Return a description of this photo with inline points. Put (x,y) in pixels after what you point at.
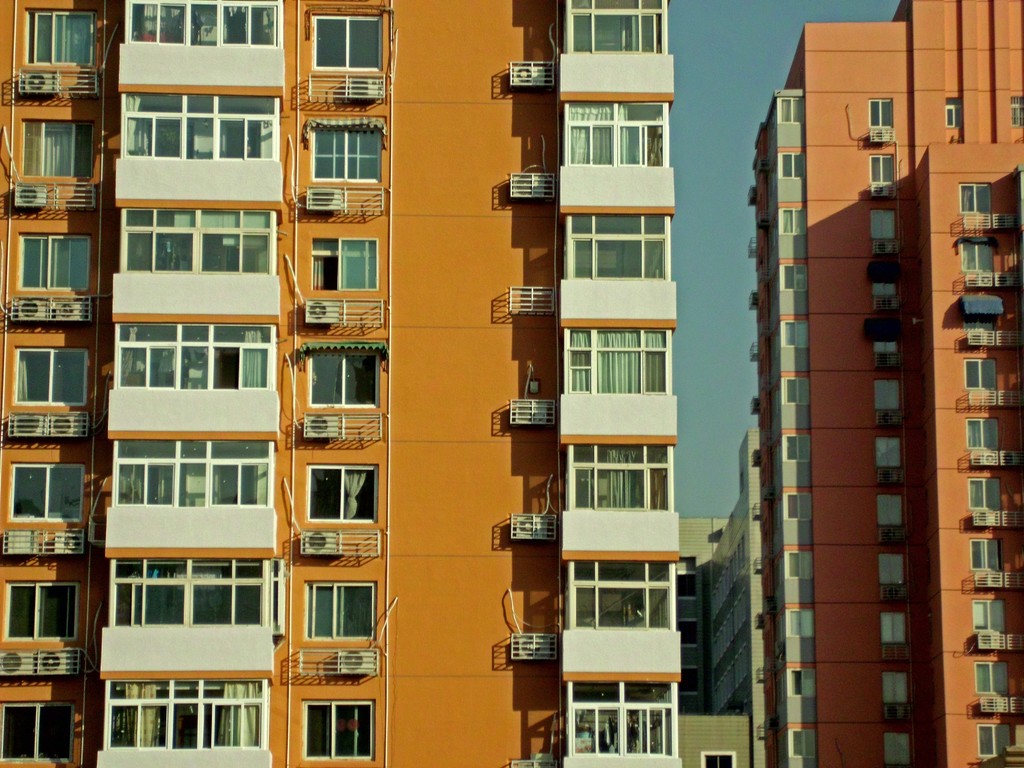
In the center of the image (634,360) there are buildings (629,317) with windows (311,372). At the top of the image (723,44) there is sky (703,25).
